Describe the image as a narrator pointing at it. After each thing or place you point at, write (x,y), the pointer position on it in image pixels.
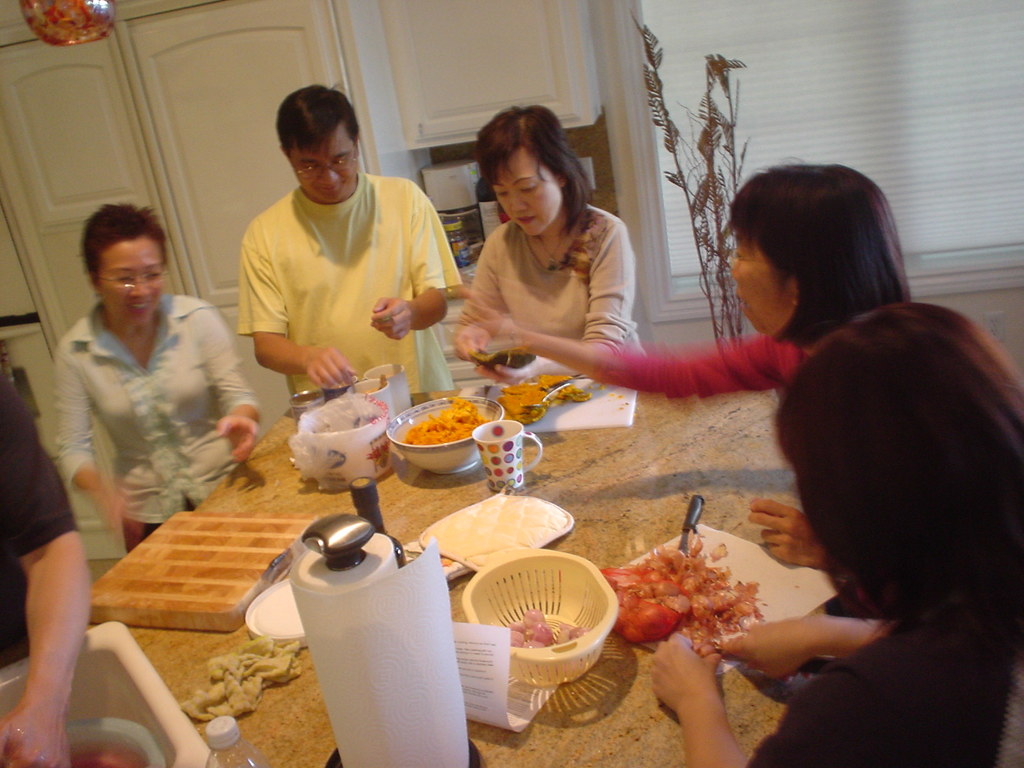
In this image around the table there are few people (616,378). On the table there is tissue paper (381,644), basket (595,635), knife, vegetable (665,602), board (249,568), plates (274,608), food (444,437) and few other things (490,457) are there. In the background (459,136) there is cupboard (180,87), door (197,77), plant (670,120), wall (643,106) is there.
